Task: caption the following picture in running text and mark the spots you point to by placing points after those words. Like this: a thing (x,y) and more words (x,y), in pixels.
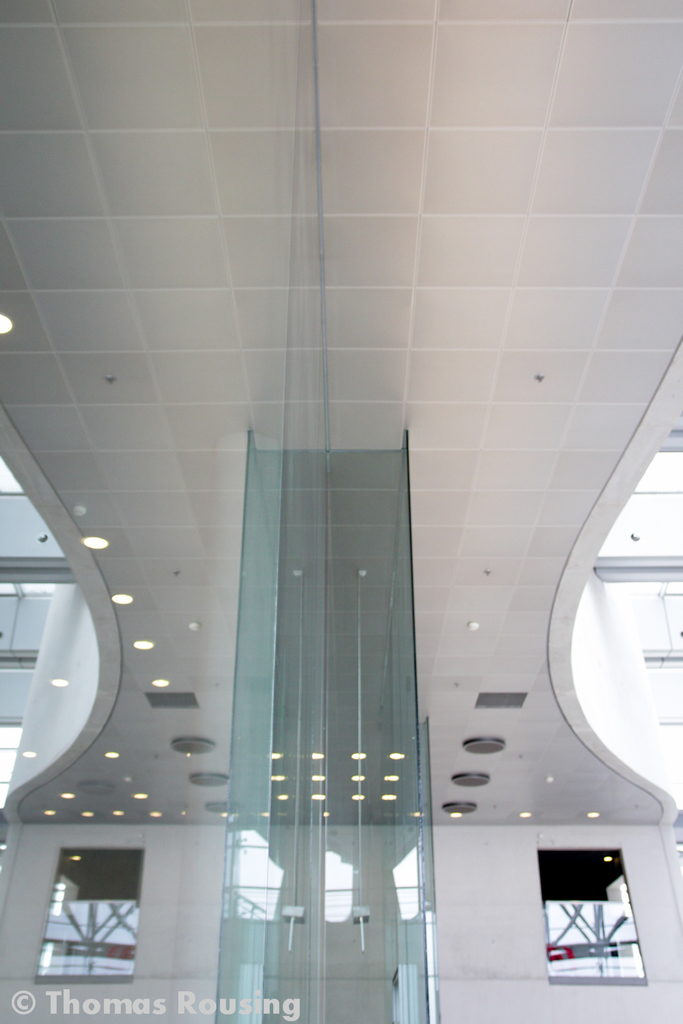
In this image I can see glass (321,796), number of lights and here I can see watermark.
